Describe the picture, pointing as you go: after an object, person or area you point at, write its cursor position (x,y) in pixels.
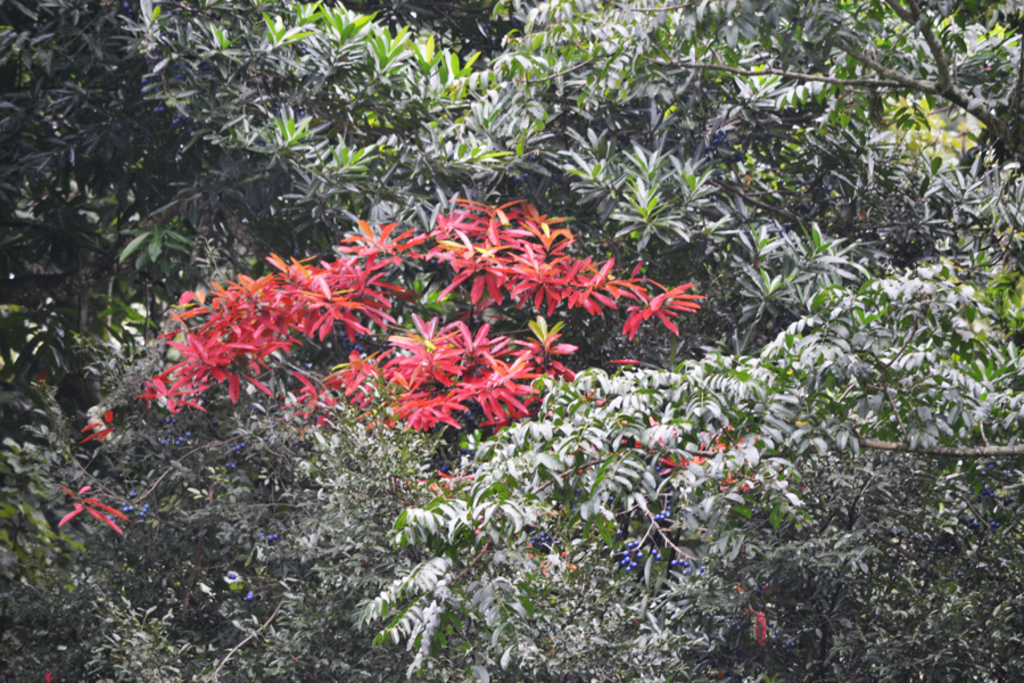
In this picture we can see trees (504,527).
